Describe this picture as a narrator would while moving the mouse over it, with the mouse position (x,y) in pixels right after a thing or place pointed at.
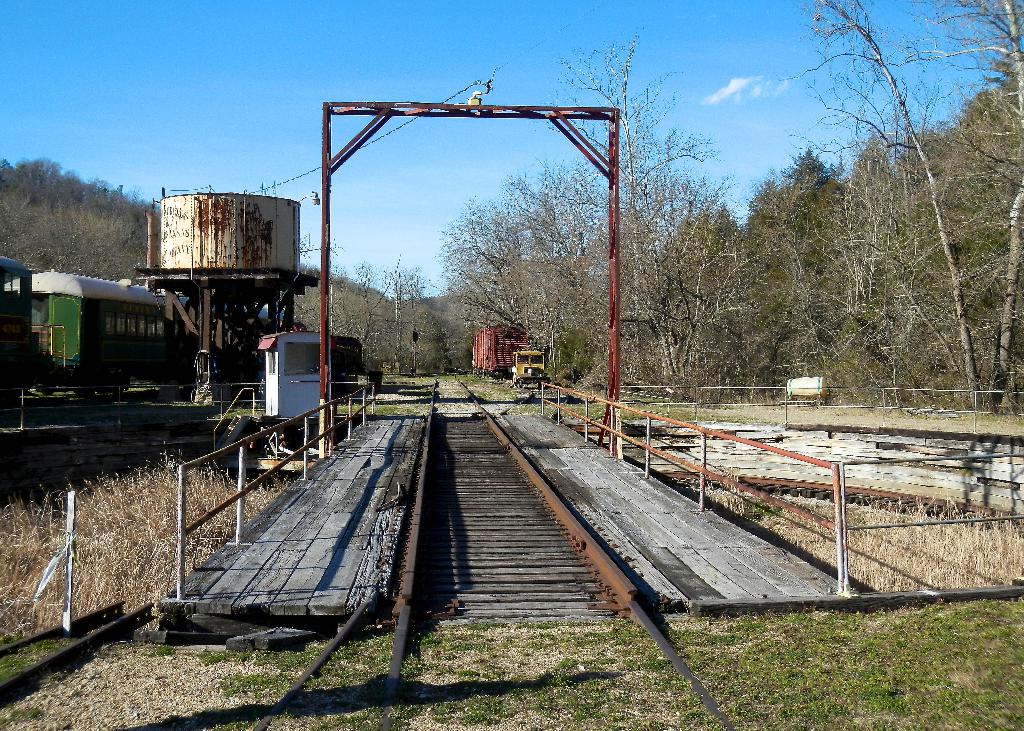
As we can see in the image there is a bridge (483,525), dry grass (155,484), train (124,333), trees (7,170) and sky (421,99).
